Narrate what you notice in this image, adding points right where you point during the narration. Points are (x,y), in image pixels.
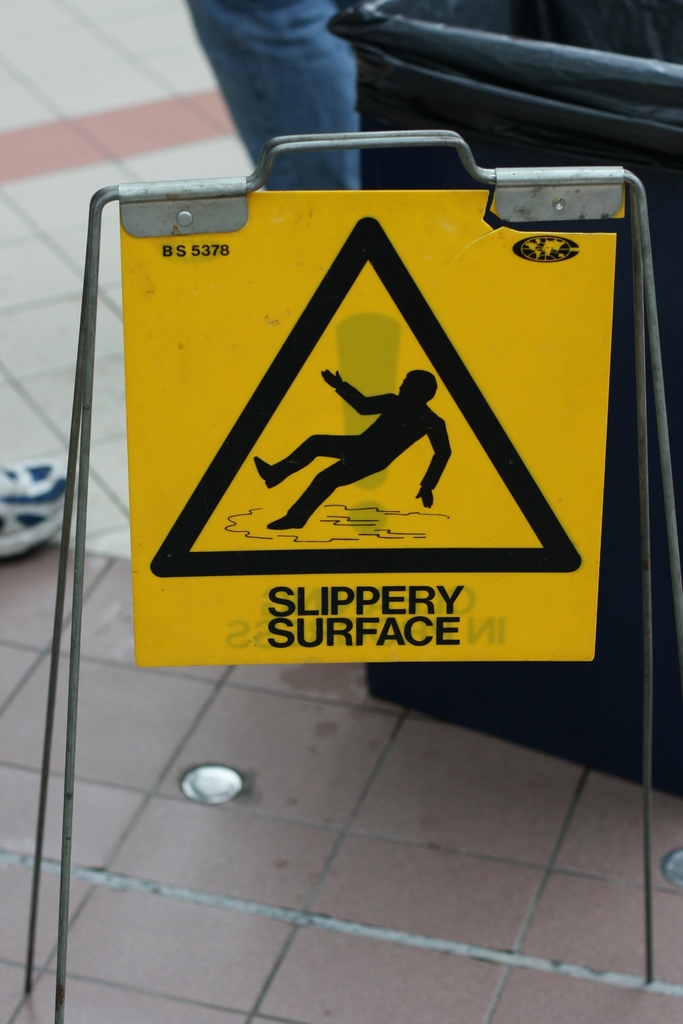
In this image we can see a caution board (411,531). In the background (255,25) there is a bin (617,352) and we can see a person's leg (284,64).
